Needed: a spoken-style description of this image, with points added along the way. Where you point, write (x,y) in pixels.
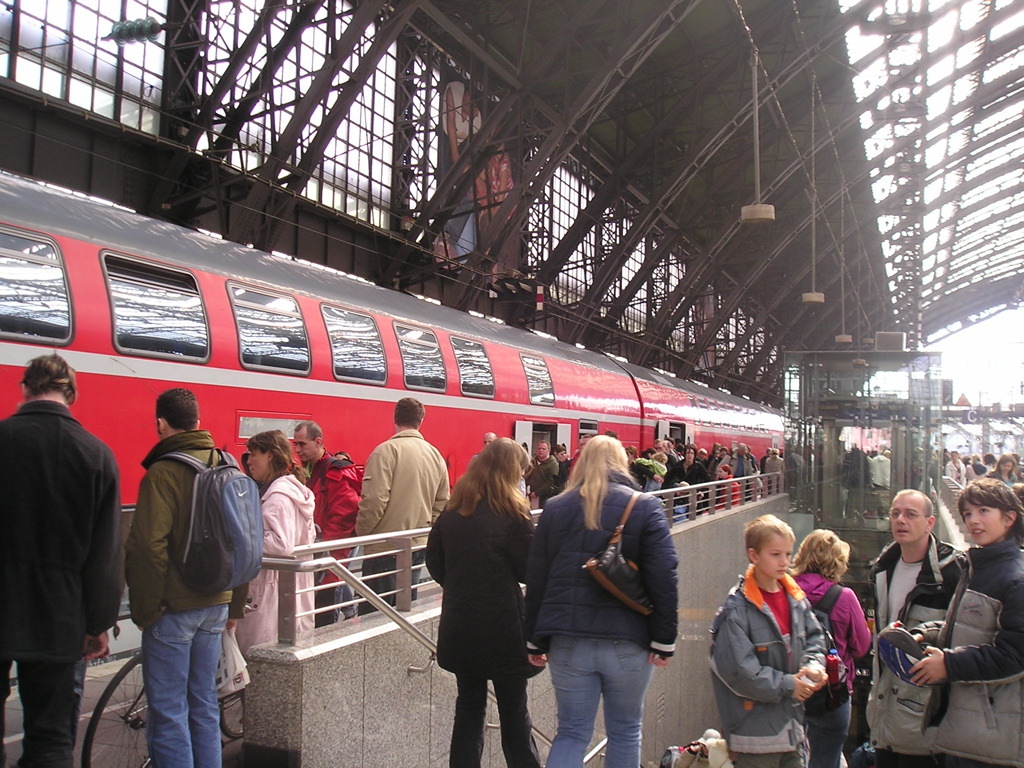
In this picture I can observe some people (469,485) on the railway station platform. I can observe red color train (437,422) in the middle of the picture (500,397). There are men (78,540) and women (600,600) in this picture.
